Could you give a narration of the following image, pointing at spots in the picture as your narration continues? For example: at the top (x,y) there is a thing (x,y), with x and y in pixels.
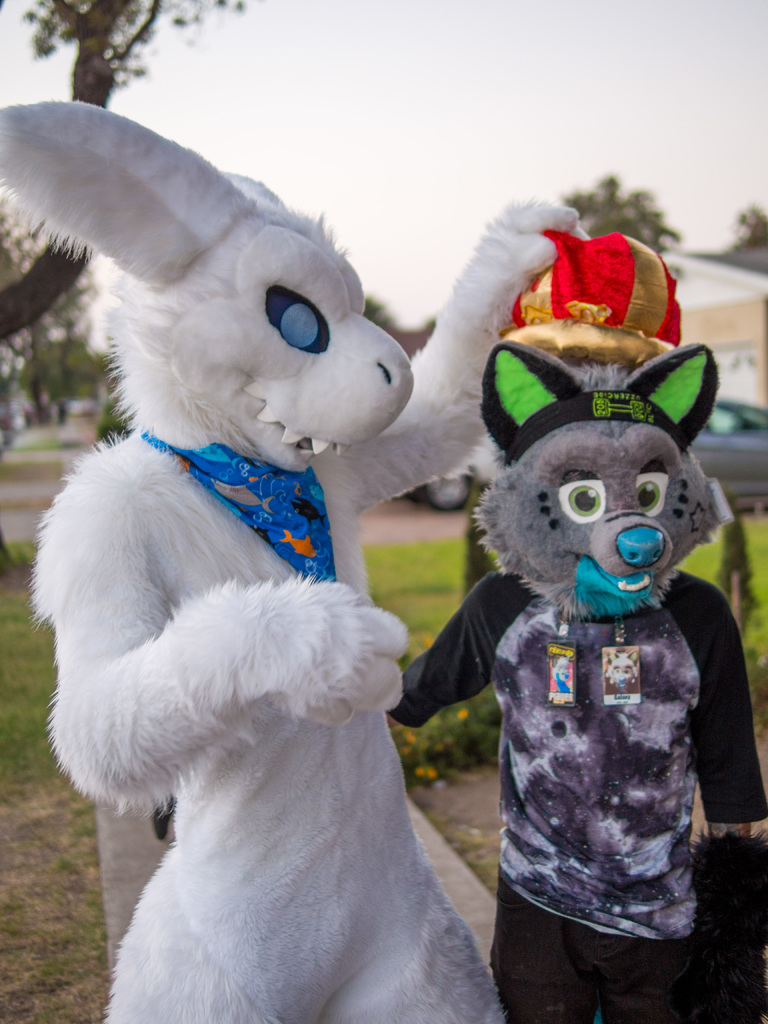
This picture is clicked outside. In the foreground (624,589) we can see the two persons (346,833) seems to be the mascots (620,451). In the background (225,115) there is a sky (290,63), trees (45,292), vehicles (704,462) and some other objects (720,308).
